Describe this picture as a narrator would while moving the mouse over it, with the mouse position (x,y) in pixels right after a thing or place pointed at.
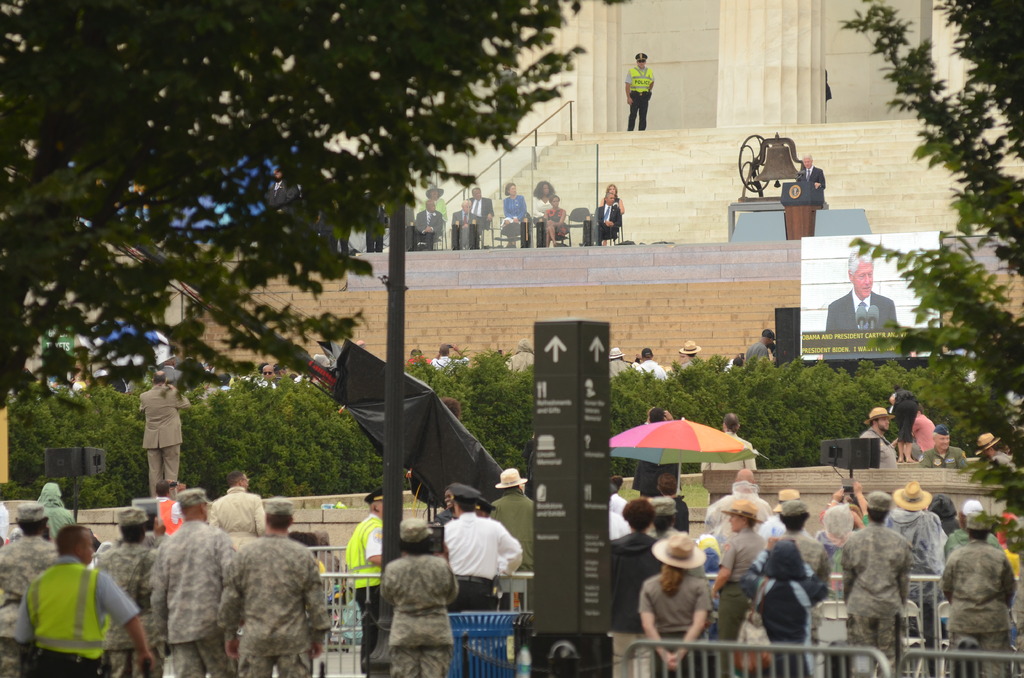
In this image there are few army men (259,554) and civilians (691,562) hearing a speech delivered by the president (868,284), in the background of the image (347,424) there are bushes (292,432), trees (269,152), stairs (681,213) and there are few people (617,202) seated on chairs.
